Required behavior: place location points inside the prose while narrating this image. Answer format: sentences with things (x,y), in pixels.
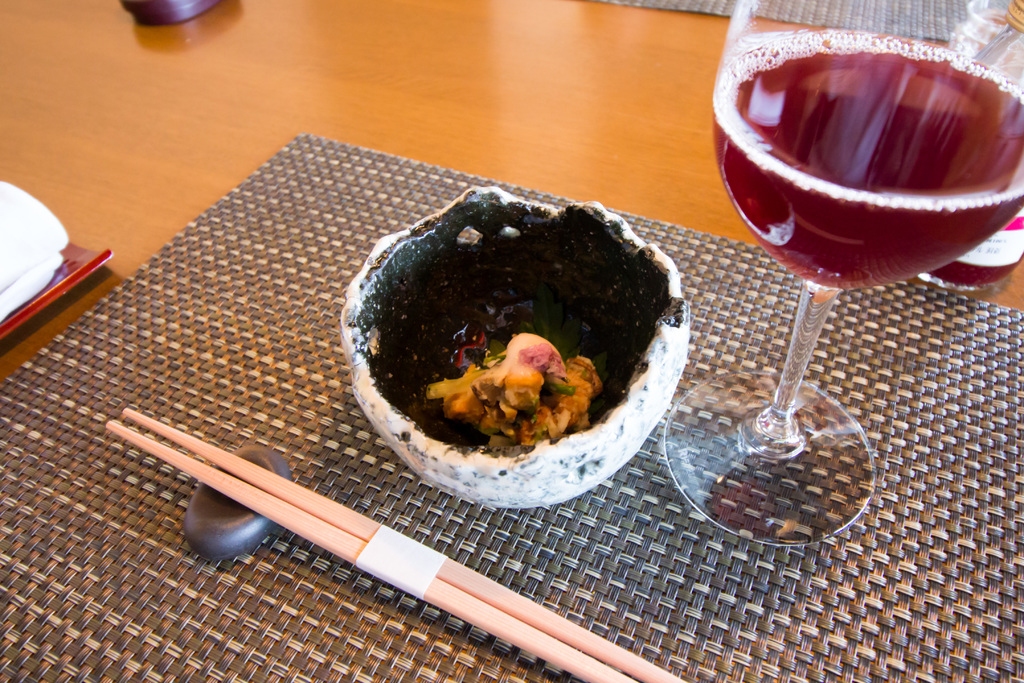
This is a picture on the table (493,95). On the foreground (239,264) there is a mat (883,541), on the mat (859,541) there is a bowl (601,353), chopsticks (347,514), and a drink (829,282). In the bowl (446,321) there is food (515,397). In the background (168,22) there is a box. On the left (70,268) there is a plate (70,279). On the right (986,241) there is a bottle (1006,46).
